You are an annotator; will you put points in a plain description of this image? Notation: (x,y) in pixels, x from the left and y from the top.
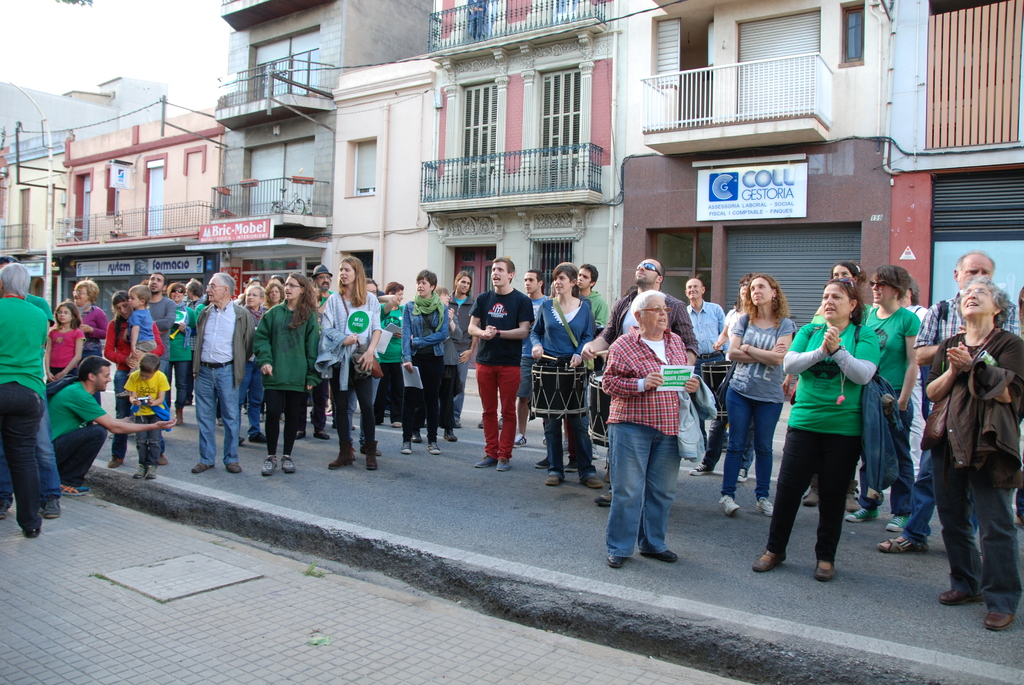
This is an outside view. Here I can see few people (306,363) are standing on the road (316,462). Few people (561,321) are playing some musical instruments (554,379) and few people (951,391) are clapping. In the background (258,152) there are few buildings (325,109). At the top of the image (106,28) I can see the sky (98,51).
